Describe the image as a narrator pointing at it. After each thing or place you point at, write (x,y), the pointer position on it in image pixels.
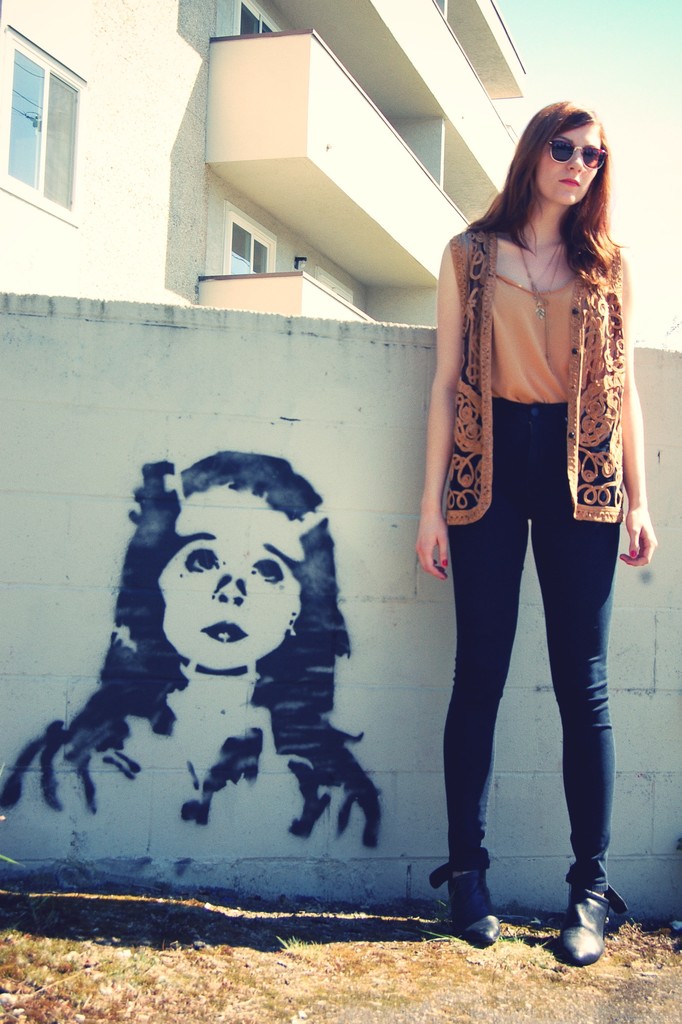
In this image in the foreground (454,361) there is one woman (481,398) who is standing, and in the center (366,413) there is a wall (241,641) on the wall (291,579) there is one painting (335,642). At the bottom (206,952) there is grass (334,952), in the background (348,185) there is a building (457,90) and sky (604,65).
